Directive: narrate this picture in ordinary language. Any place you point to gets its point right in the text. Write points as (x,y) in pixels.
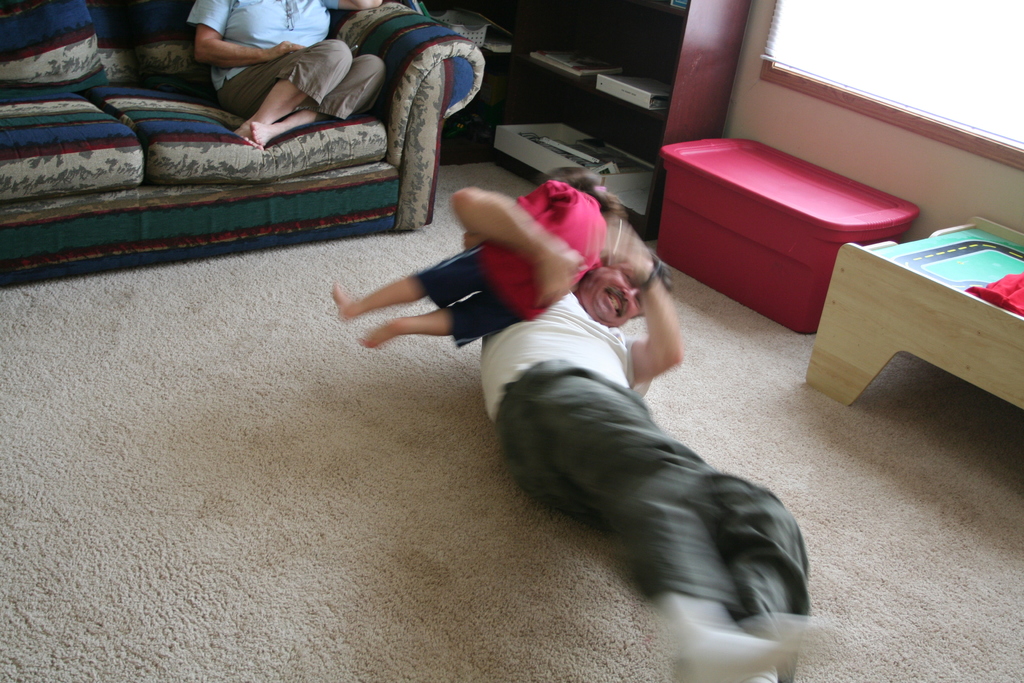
The image is taken in the room (664,202). In the center of the image (551,265) there is a man (619,430) lying on the floor (471,388), he is holding a kid (508,285) in his hand (548,296). At the left (308,190) there is a person (257,107) sitting on the sofa (273,186). On the right (857,265) there are tables (869,282). We can see window (864,81) and a wall (799,106).
